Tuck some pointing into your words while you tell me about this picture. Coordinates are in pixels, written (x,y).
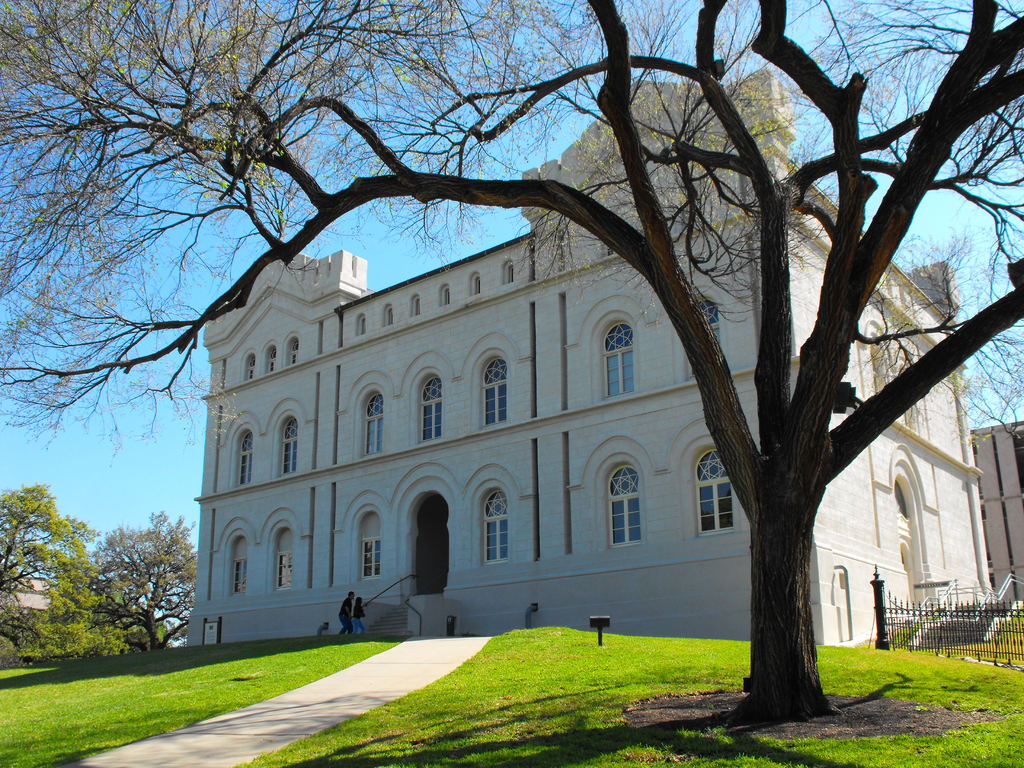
In this image we can see grass (455,702), fence (880,596), trees (180,623), and a building (512,578). There are two persons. In the background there is sky (999,110).
